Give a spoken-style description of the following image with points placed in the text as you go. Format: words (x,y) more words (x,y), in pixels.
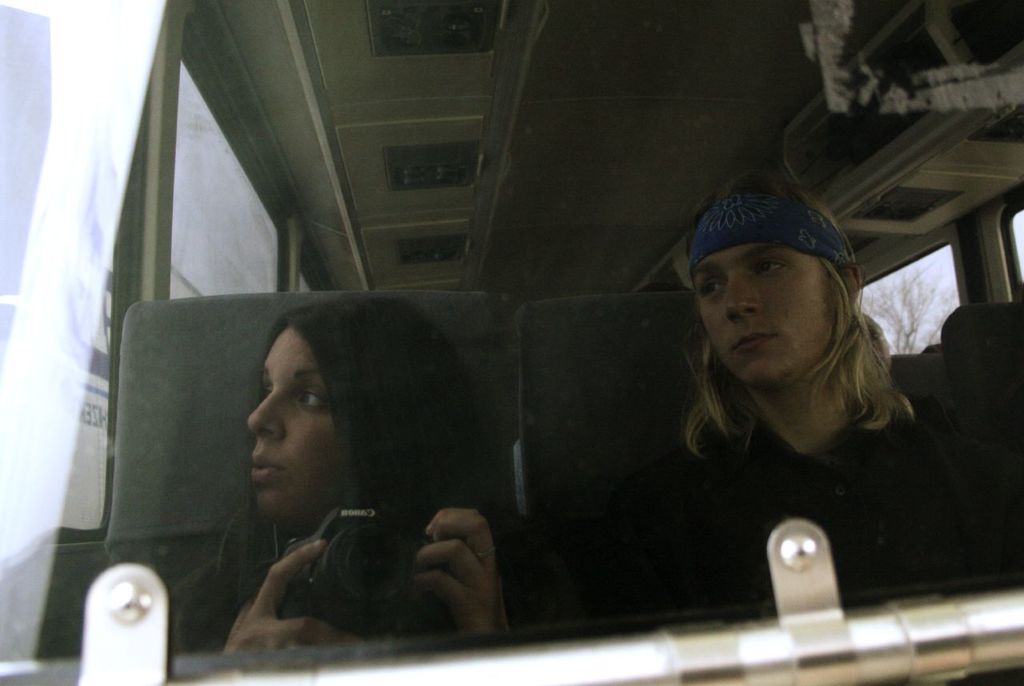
This image is taken in a bus (669,199). In the middle of the image (402,435) a man (767,308) and a woman (370,425) are sitting on the seats (578,377). On the left side of the image (100,308) there are two windows (192,271). At the top of the image (568,80) there is a roof (811,89).
